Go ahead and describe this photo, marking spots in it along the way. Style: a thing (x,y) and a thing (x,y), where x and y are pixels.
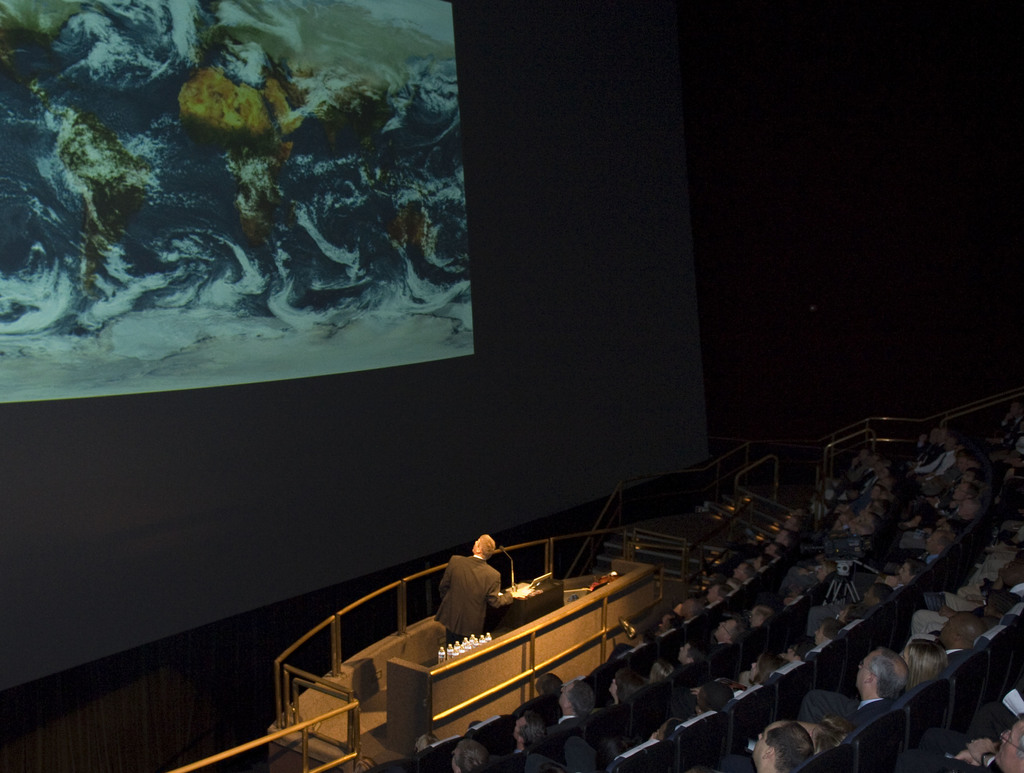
In the picture we can see a hall (544,663) with many people (775,747) sitting on the chairs (874,737) in a row wise and in front of them, we can see a man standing on the stage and it is covered with railing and behind him we can see a black color screen (30,596) with an image of the earth (301,189) on it.
